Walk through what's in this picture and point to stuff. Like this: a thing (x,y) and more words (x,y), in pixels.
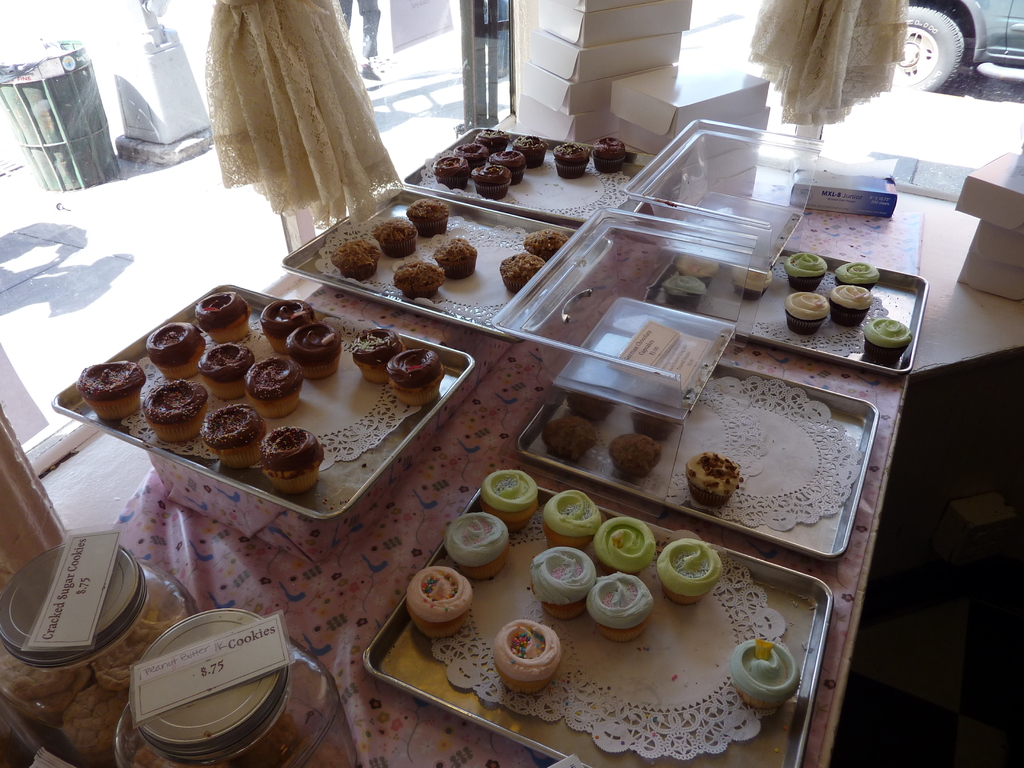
In this picture, it seems like cupcakes (549,579) on the trays (549,215) and cookies (126,674) in the glass containers (149,602), there are curtains (265,52), windows (382,44), vehicle (1011,47) and a trash bin (59,103) at the top side (259,119).
